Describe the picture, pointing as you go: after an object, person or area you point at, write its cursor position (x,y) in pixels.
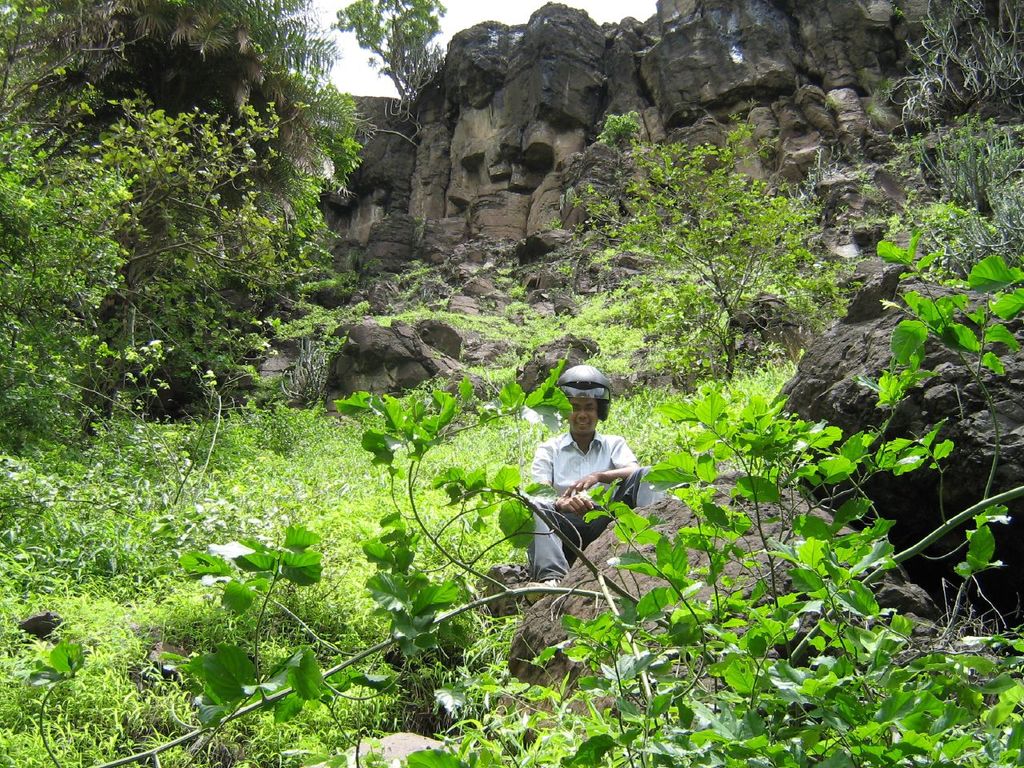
There is a man (588,410) sitting and wore helmet (604,386). We can see plants (532,403), grass (349,535), trees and rocks (860,318). In the background (625,3) we can see sky (607,9).
